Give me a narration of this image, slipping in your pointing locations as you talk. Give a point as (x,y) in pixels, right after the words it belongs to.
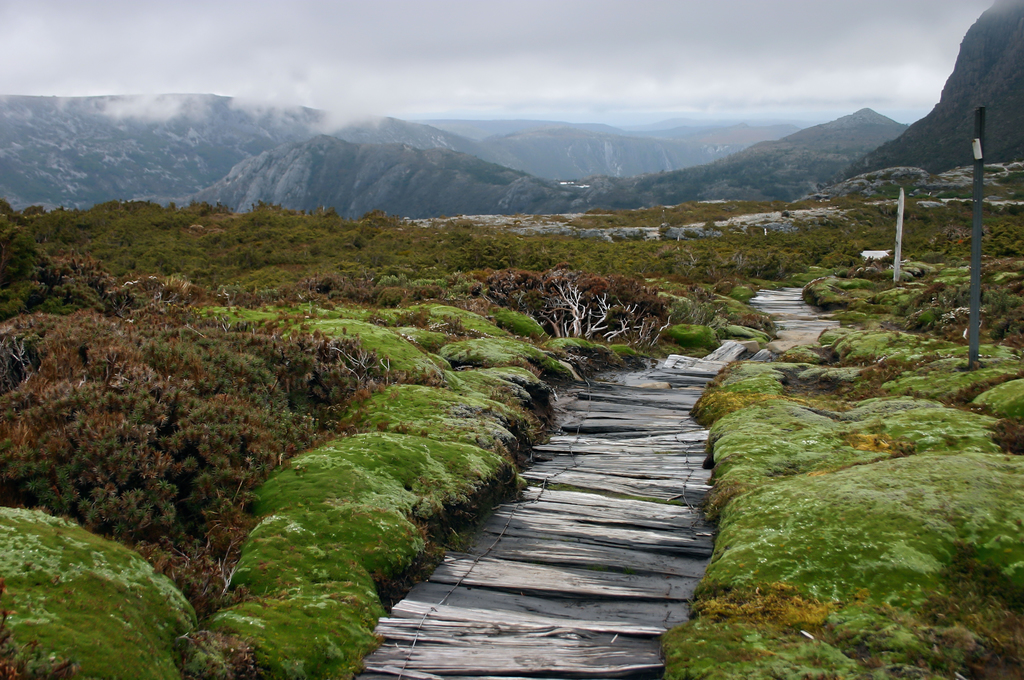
In this image there are wooden steps (570,525) in the middle (622,406). There are small plants (810,564) on either side of it. In the background (515,153) there are so many mountains (594,164). At the top (450,64) there is the sky (450,64). On the right side (974,224) there are two poles (899,269).
